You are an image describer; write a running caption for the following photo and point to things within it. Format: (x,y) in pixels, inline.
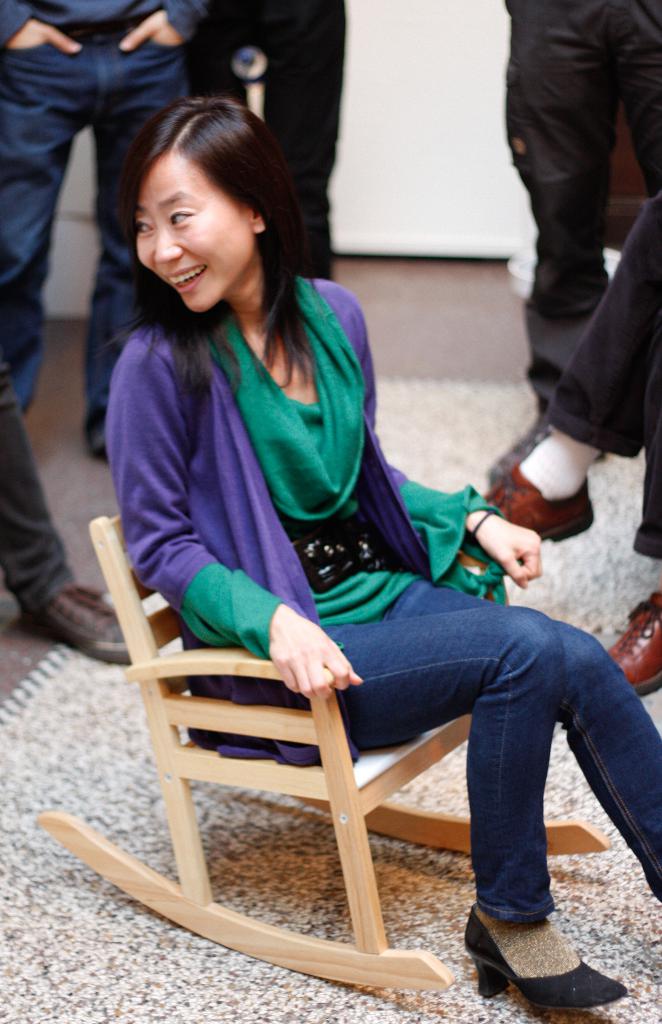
In this Image I see a woman (432,493) who is smiling and sitting on a chair (274,933). In the background (21,622) I see few people (621,43) who are standing.
